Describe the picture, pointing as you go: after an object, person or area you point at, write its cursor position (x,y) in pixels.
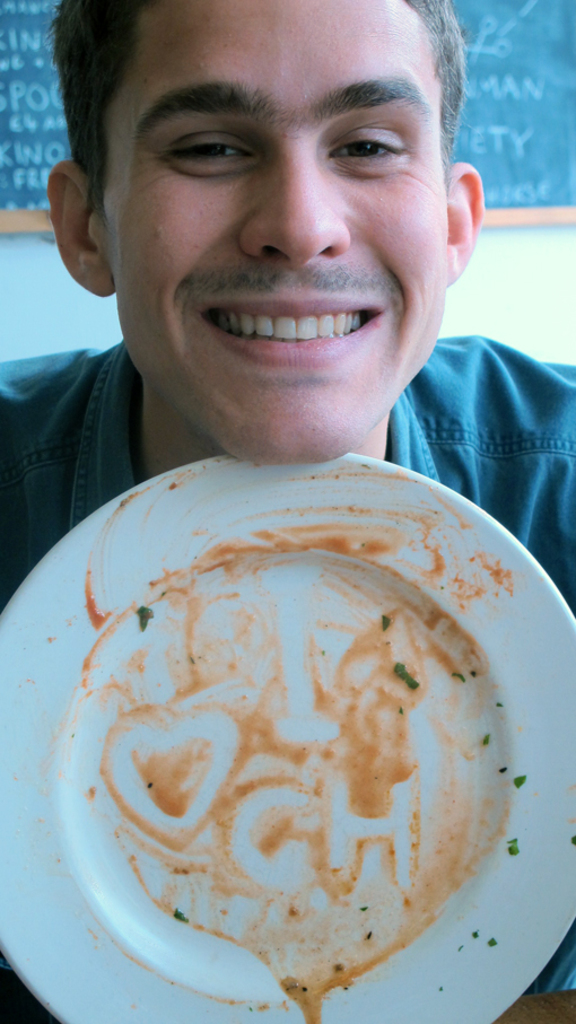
In this picture we can see a plate (371,955) and a man (164,35) smiling and in the background (8,84) we can see a board (510,181) on the wall (495,294).
